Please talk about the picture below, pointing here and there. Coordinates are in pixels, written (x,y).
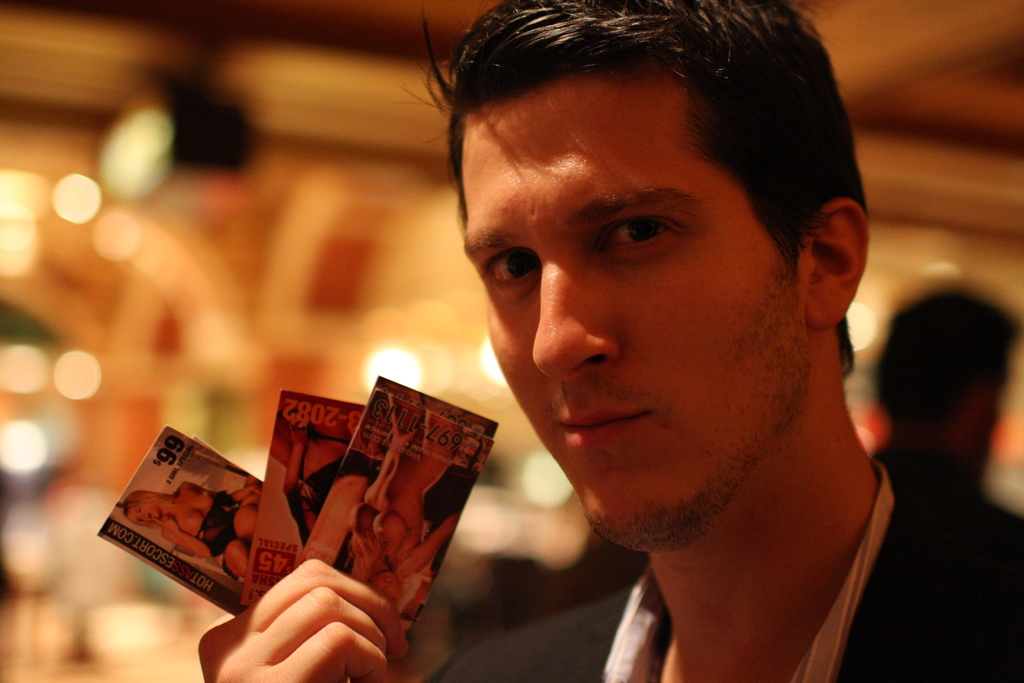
In this picture we can see a man (560,429) holding cards (333,413) with his hand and at the back of him we can see a person (898,344), some objects (184,379) and it is blurry.
